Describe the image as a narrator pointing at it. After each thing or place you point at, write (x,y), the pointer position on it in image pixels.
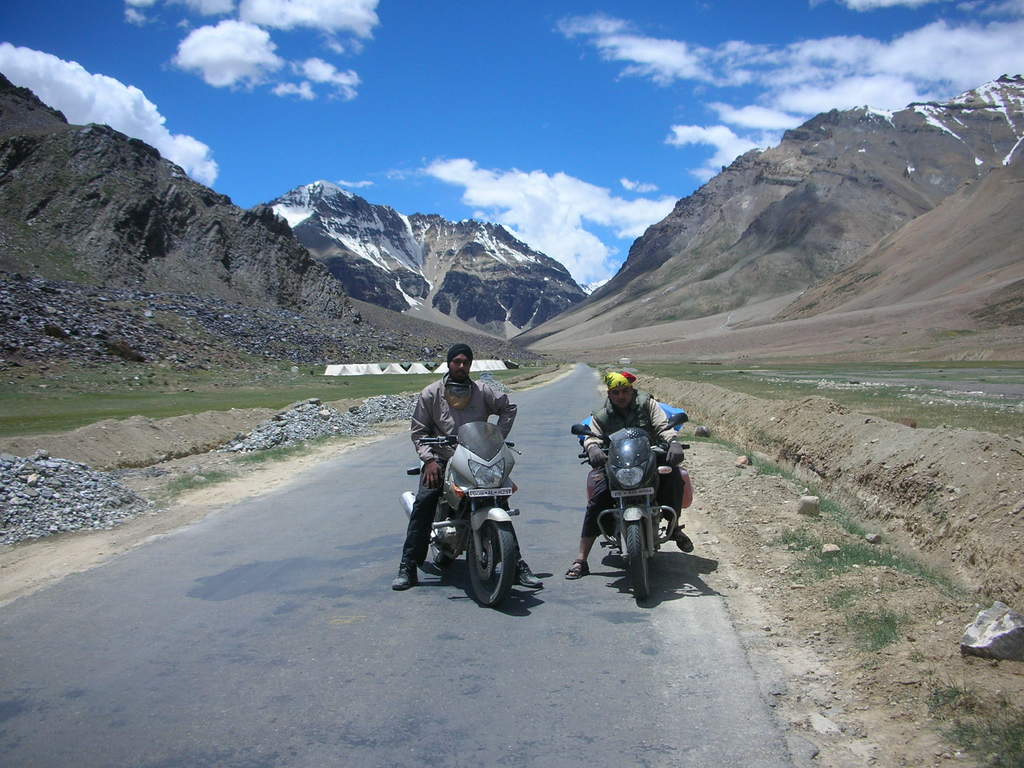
In this image I can see a road (584,394) and two people (450,416) with their bikes (467,431). In the background (402,302) I can see mountains (761,205) and clear view of sky (484,111).
